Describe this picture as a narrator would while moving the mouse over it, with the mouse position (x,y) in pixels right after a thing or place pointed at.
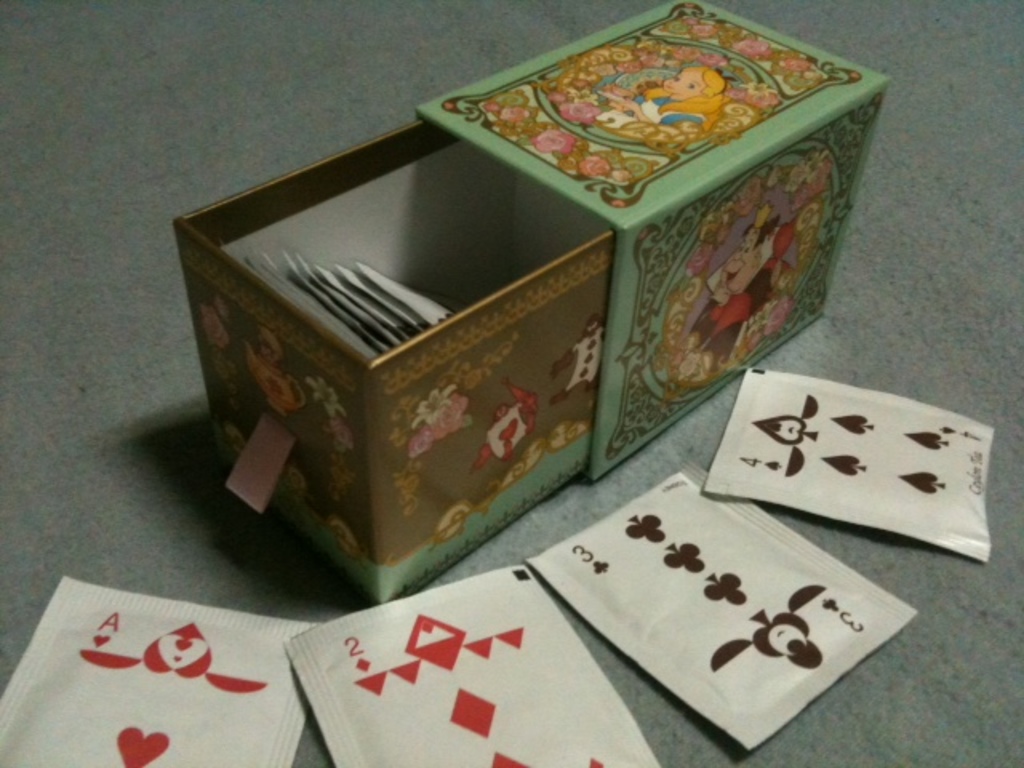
There is a box (431,365). On the box (650,178) there are some images (595,170). Inside the box (444,440) there are some items (360,302). Near to the box (305,325) there are cards (579,541).
